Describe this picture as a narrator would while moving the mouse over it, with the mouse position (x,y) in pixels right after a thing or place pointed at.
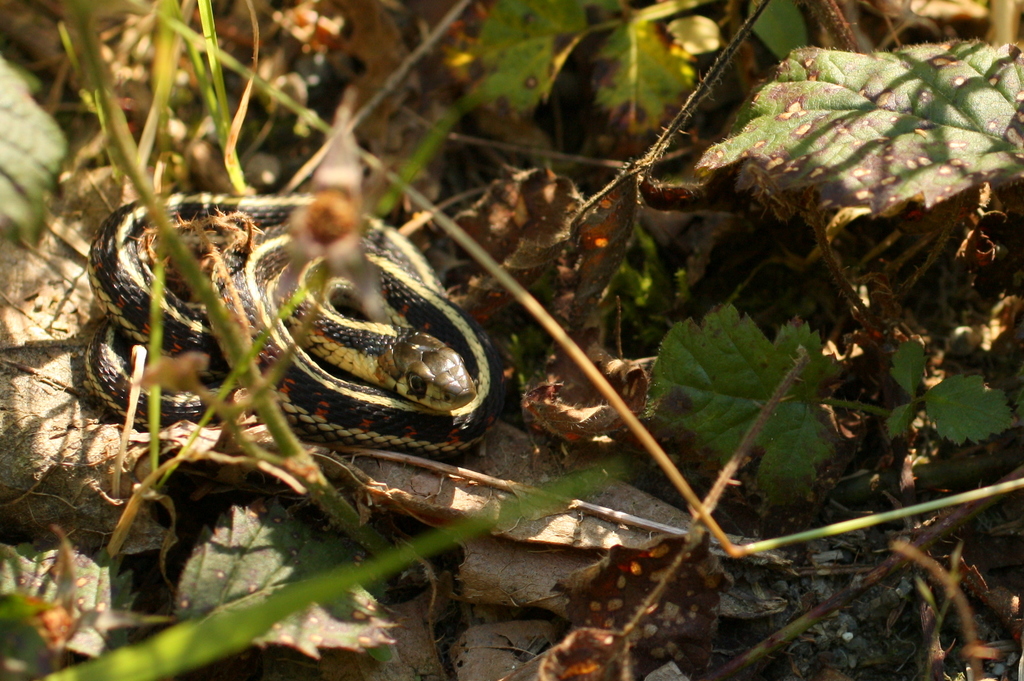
This picture shows a snake (379,360) and we see leaves (774,359) and plants (5,602). It is black and yellow in color.
